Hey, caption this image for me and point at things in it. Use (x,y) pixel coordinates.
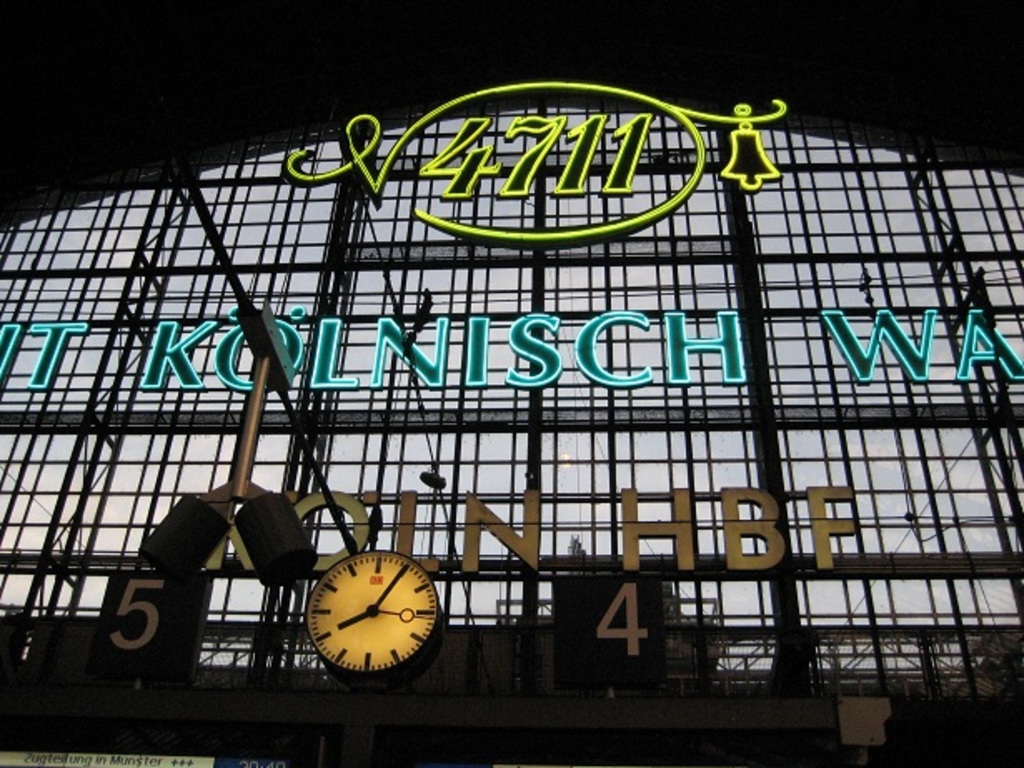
In this picture we can see a clock (399,619) and two boards (627,666) at the bottom (603,667), there are metal rods (663,192) and some text (598,317) in the middle (646,311).
